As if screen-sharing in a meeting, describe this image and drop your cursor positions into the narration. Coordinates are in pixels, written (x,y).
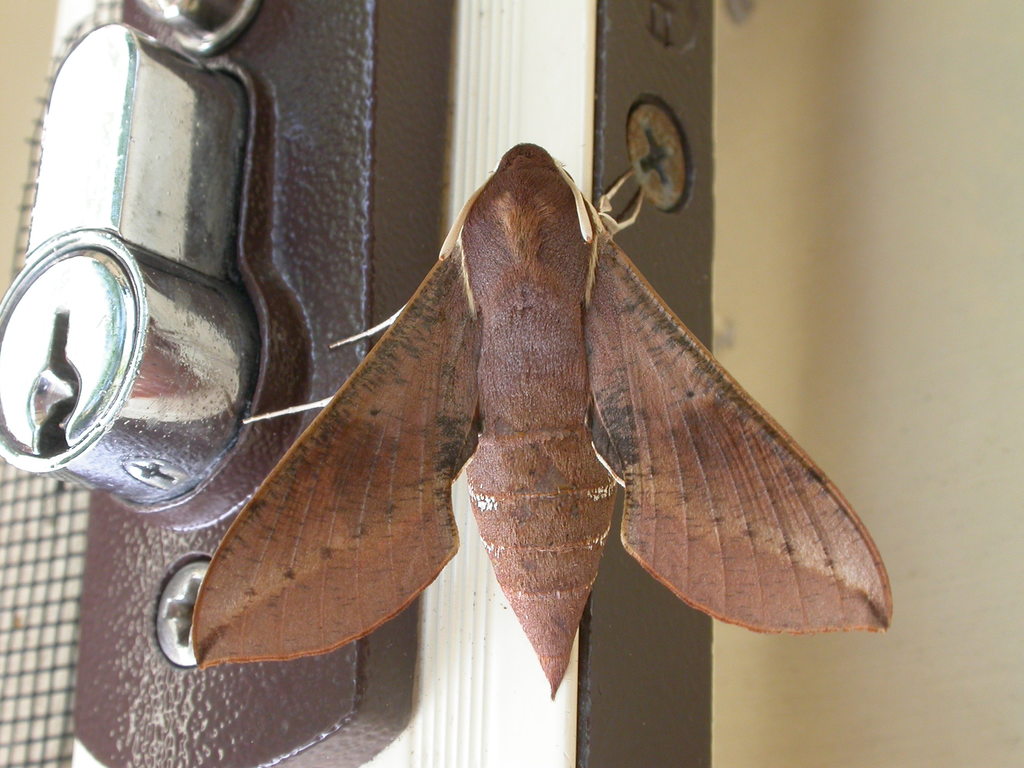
This is a zoomed in picture. In the center (567,293) there is a moth (526,531) seems to be standing on the door (467,78). In the left (188,342) we can see the keyhole (144,442). In the background (934,403) there is a wall (774,746).
